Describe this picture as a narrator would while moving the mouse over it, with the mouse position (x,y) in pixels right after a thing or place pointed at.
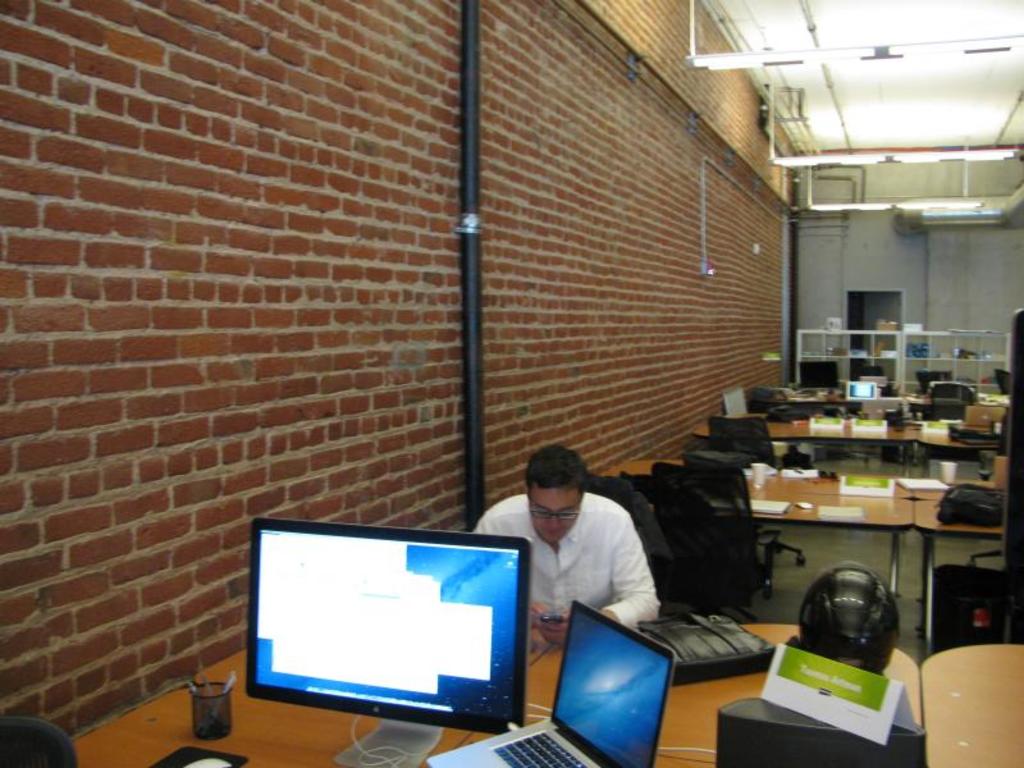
In image is inside the room (757,314). There is a person (586,515) sitting inside and he is holding the phone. There are laptops (574,699), computers (375,680), bags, helmets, books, mouse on the table (713,684). There are lights (792,54) at the top (852,161), there is a pipe (469,215) on the wall (488,206), at the back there is a cupboard (937,338).
